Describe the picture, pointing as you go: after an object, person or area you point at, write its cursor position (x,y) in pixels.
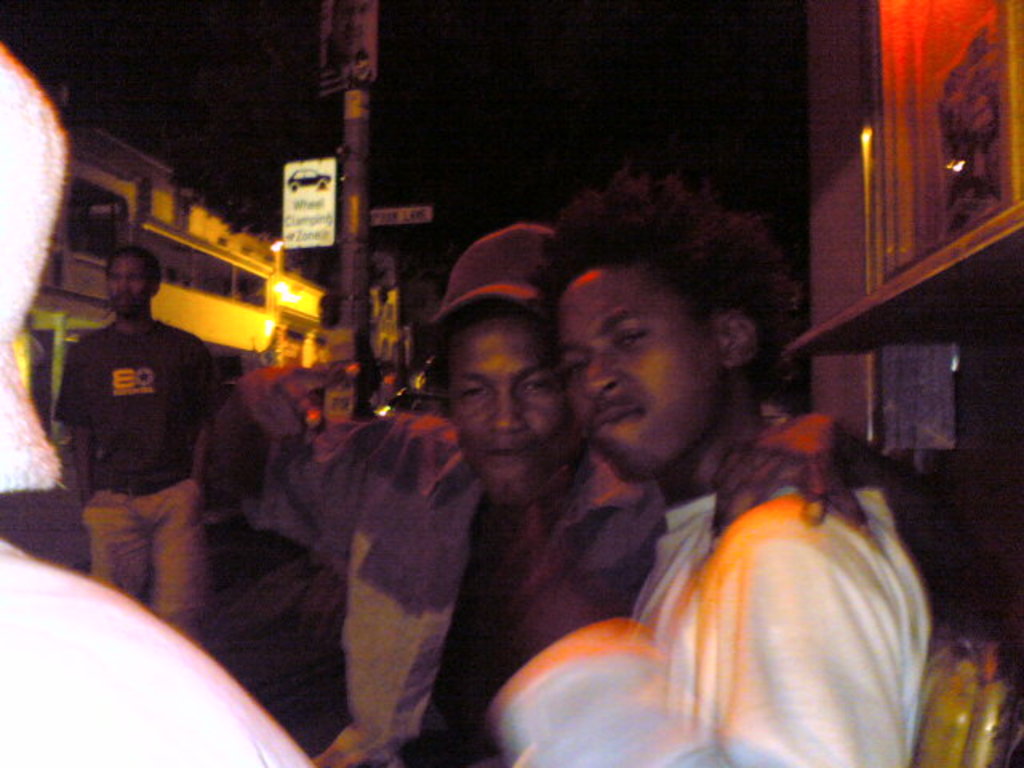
In the picture we can see two men (885,602) are standing together and behind them, we can see a pole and near it also we can see a man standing and besides we can see some houses (59,234).
